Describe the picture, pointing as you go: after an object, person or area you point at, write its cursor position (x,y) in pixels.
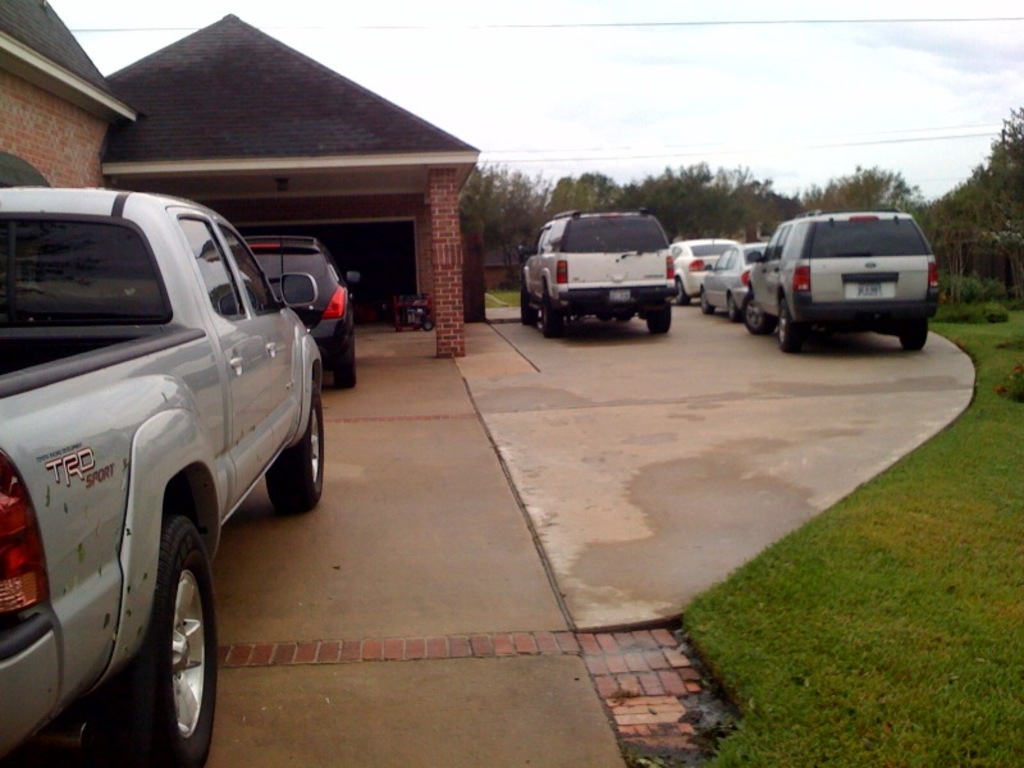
This picture is clicked outside. On the right (919,648) we can see the green grass (991,427) and plants (999,313). In the center (526,305) there are group of cars (610,311) parked on the ground (551,469). On the left (225,108) we can see the building (72,51). In the background (548,44) there is a sky (837,53), cables (511,24) and the trees (1002,189).
